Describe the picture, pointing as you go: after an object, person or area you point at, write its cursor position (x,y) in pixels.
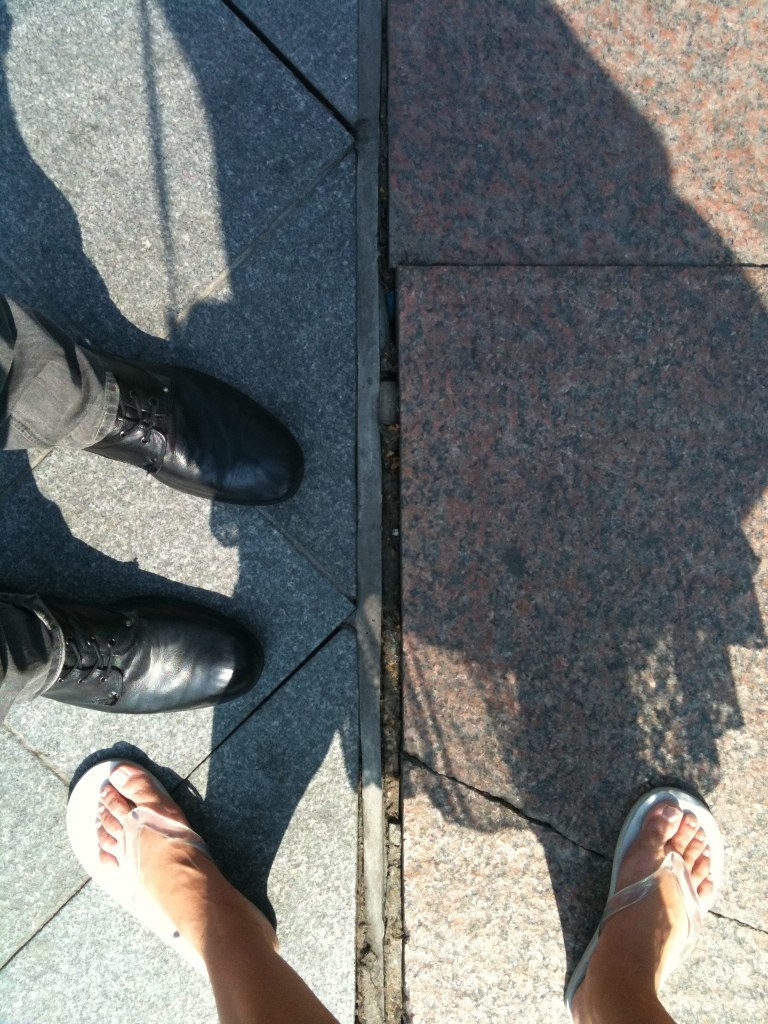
This picture contains the legs (9,393) of the man (168,466) wearing black shoes (76,684). Beside that, we see the legs (662,910) of the women (668,928) wearing slippers (78,834). Beside that, we see the shadow (297,376) of the woman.
